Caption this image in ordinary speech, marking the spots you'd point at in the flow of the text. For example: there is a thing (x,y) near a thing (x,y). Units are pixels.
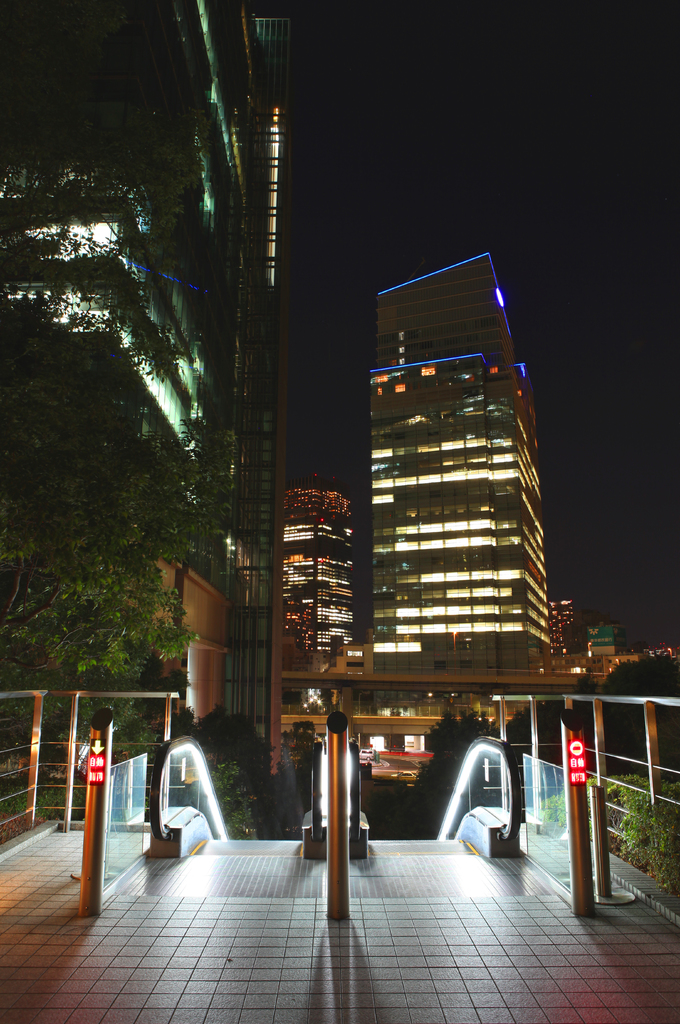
In this picture I can see the escalator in the foreground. I can see the metal fence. I can see the buildings (278,447) in the background (364,663). I can see trees (284,796) on the left (64,789) and right side (635,831). I can see the sky (458,147).
